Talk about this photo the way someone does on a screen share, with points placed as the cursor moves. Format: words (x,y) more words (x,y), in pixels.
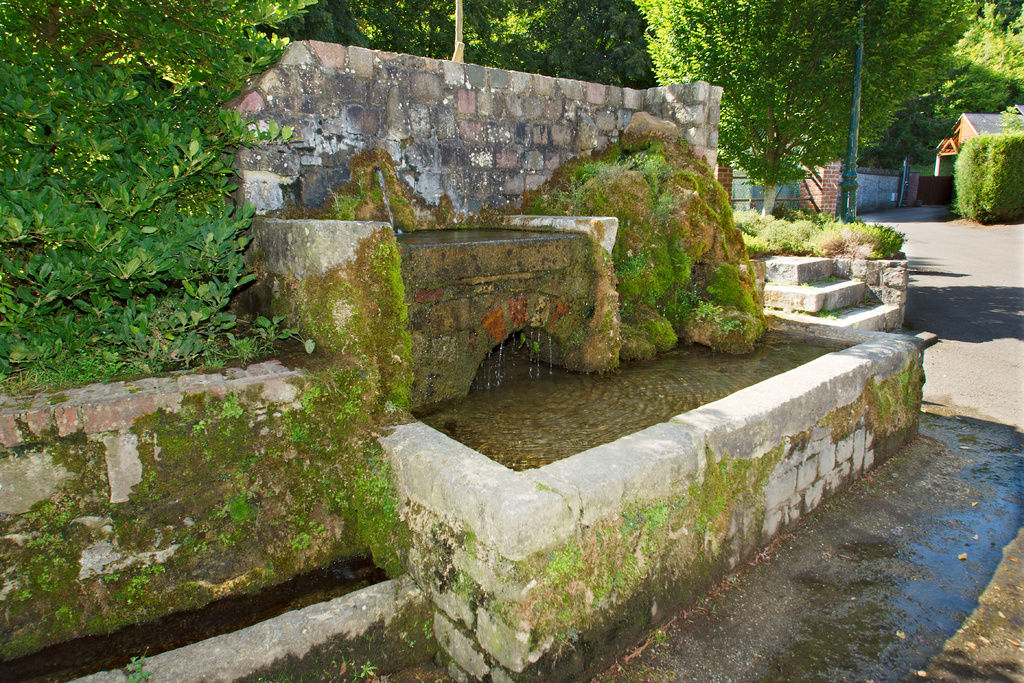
In this image I can see water (567,400) in the front (544,419) and on the left side of it I can see a plant (57,133). In the background (414,19) I can see number of trees (763,149), a building (977,117), a road (942,266), few plants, few poles (461,52) and shadows (921,212) on the ground (974,411).
